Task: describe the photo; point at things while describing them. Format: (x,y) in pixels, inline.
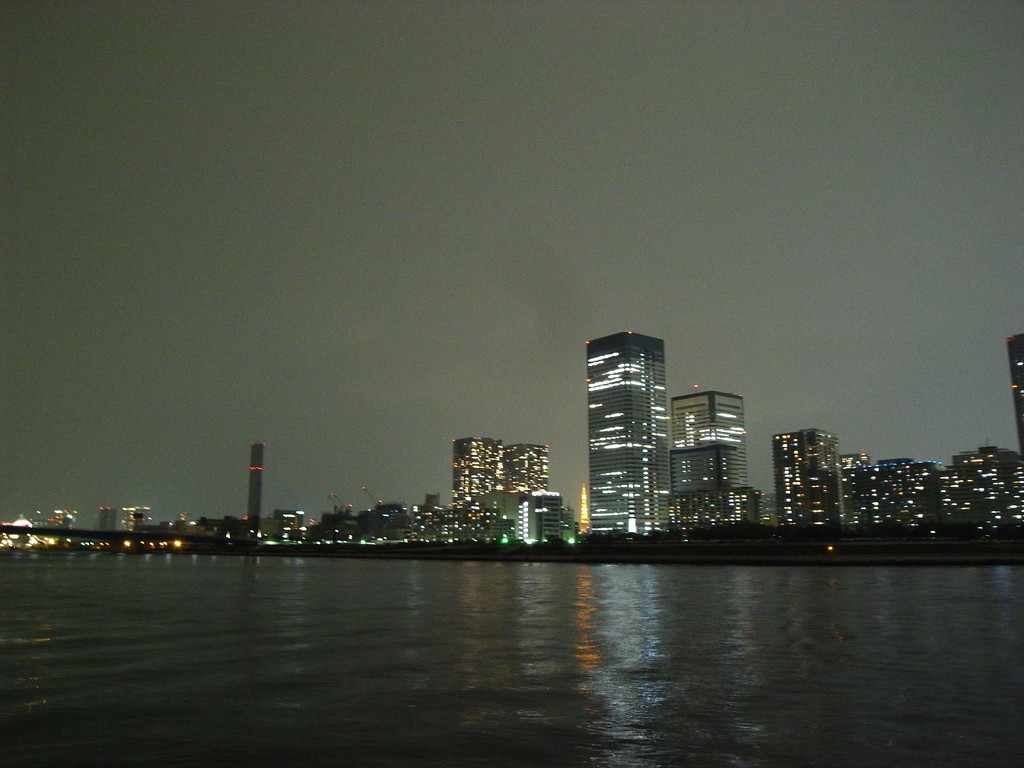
In this picture we can see water (373,620), in the background (441,506) we can find few buildings (655,452) and lights (655,452).
